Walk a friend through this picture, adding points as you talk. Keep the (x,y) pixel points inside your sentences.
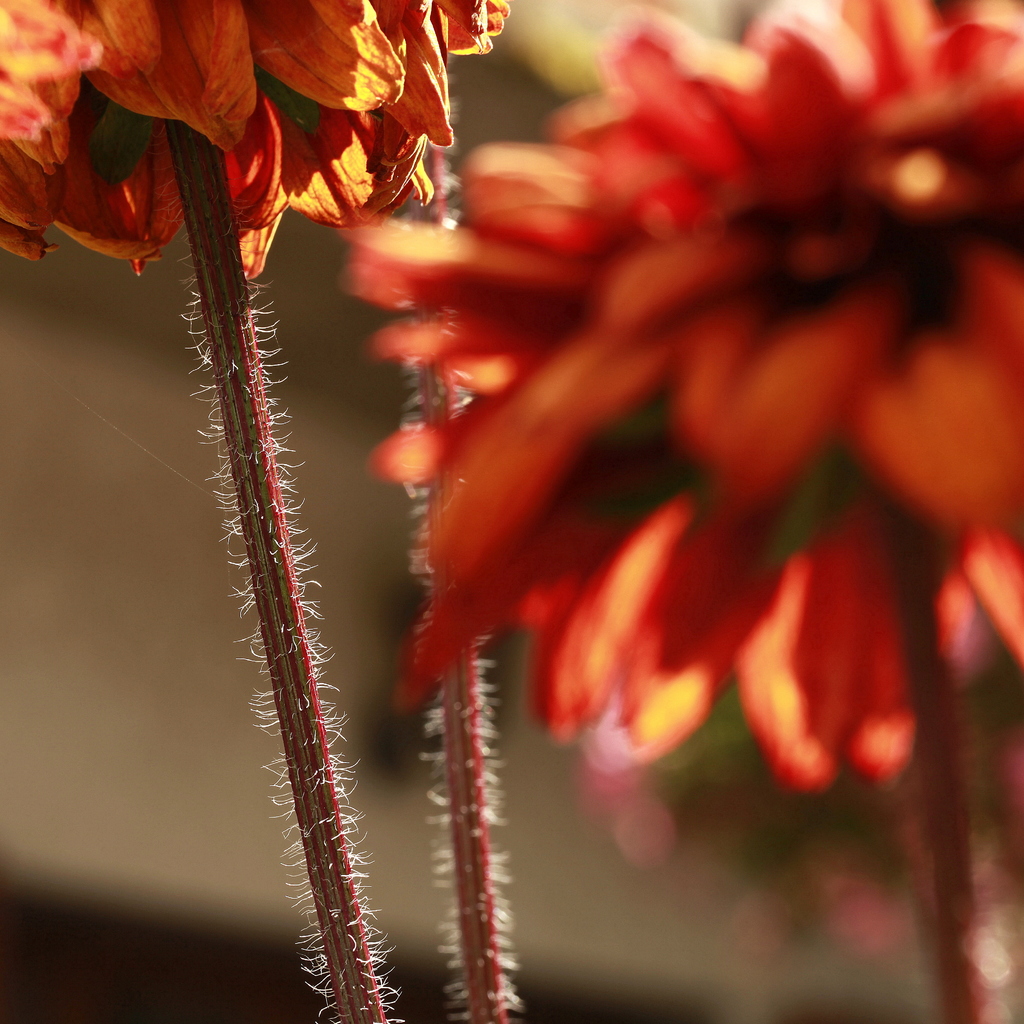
In this picture we can see stems (438,576) with flowers (519,435) and in the background (368,690) we can see it is blurry.
